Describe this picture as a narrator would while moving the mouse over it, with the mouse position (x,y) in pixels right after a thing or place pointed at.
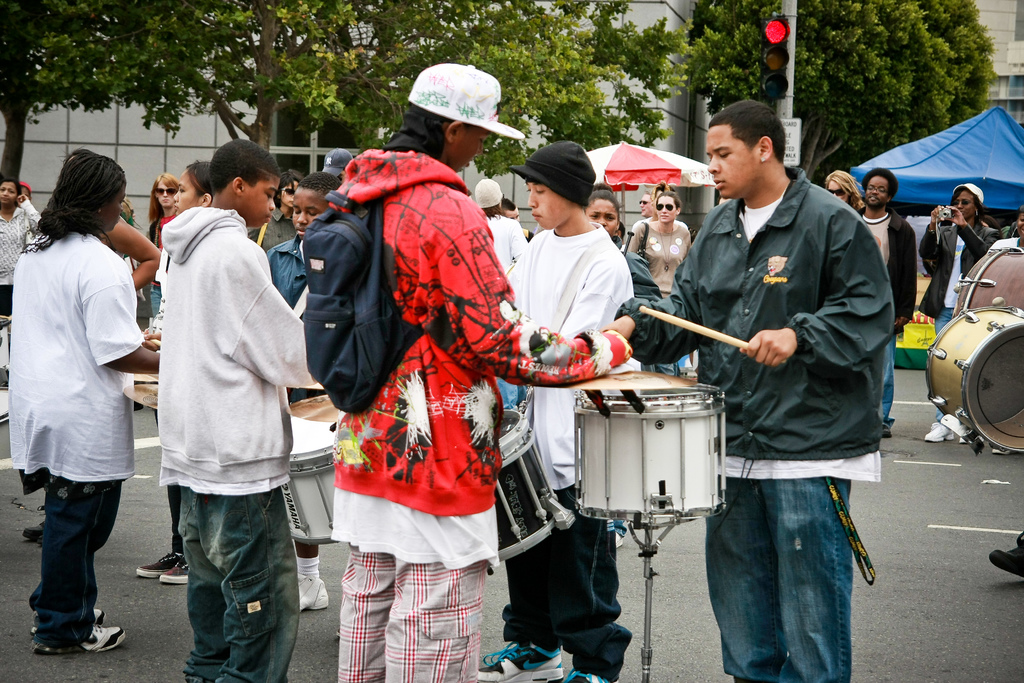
In this image i can see a group of people (435,353) are standing on the road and playing drums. I can also see there is a tree (485,5) and a building (537,0).
